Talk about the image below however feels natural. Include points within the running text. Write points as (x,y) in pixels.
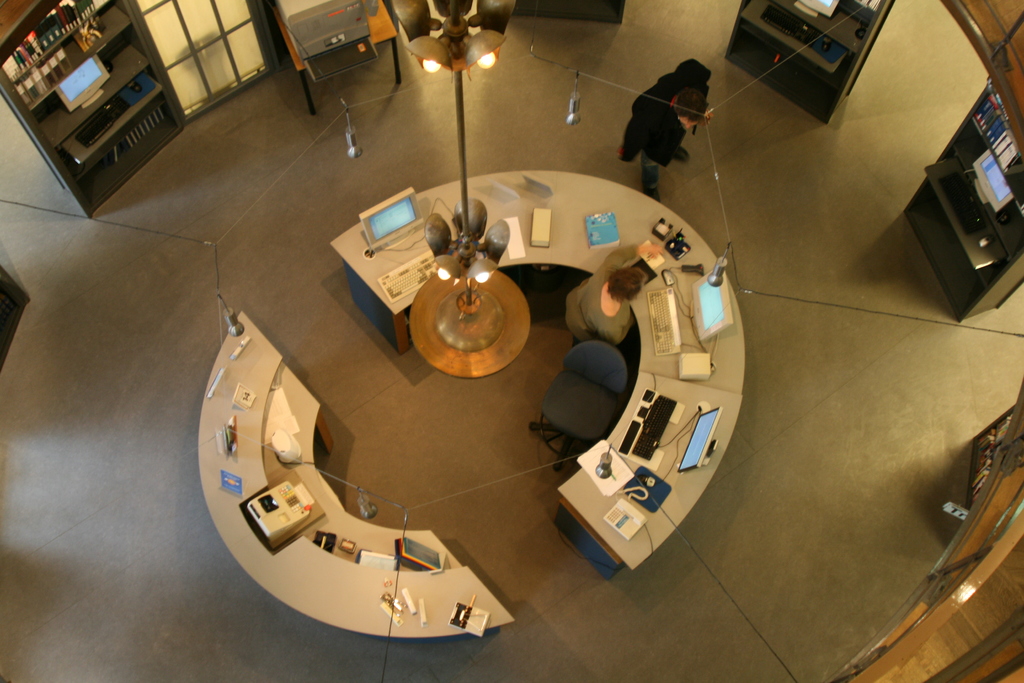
In the center of the image (662,449) there are table (687,431) and we can see computers (722,309), book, printer (287,503) and some objects (421,556) placed on the table (661,357). In the background (662,167) there is a man (647,175) standing. We can see shelves (816,103). At the top (469,36) there are lights (433,53). We can see a lady (598,300) sitting and there is a chair (586,388).
